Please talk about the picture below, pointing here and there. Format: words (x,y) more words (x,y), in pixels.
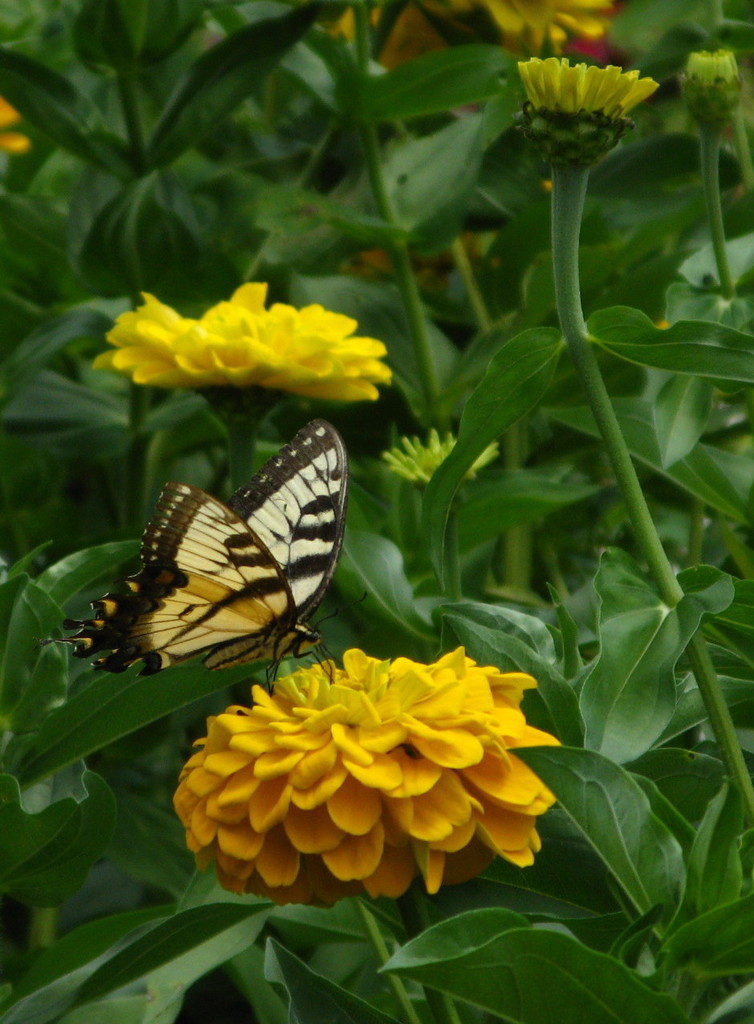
In this image, we can see a butterfly (304,536) on the flower (336,679). In the background (602,718), we can see some leaves (502,240) and flowers (251,369).
